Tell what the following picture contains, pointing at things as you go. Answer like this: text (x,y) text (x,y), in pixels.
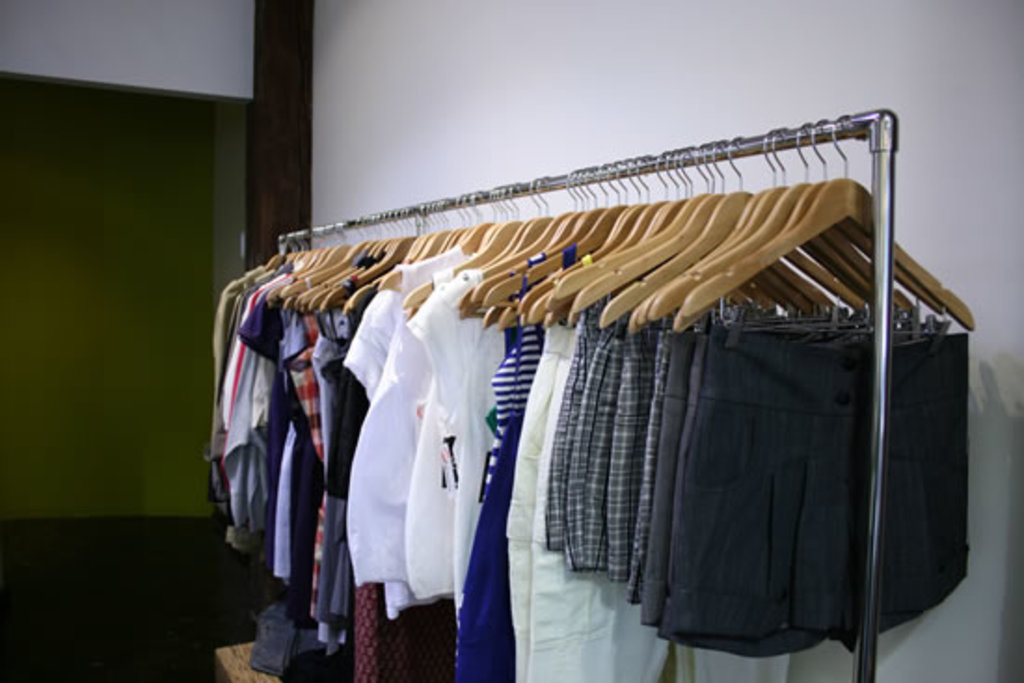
This image consists of many clothes (423,394) hanged to a stand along with hangers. On the right (710,76), there is a wall (943,235) in white color. On the left (194,398), we can see a wall (134,429) in green color. At the bottom (181,568), there is a floor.
